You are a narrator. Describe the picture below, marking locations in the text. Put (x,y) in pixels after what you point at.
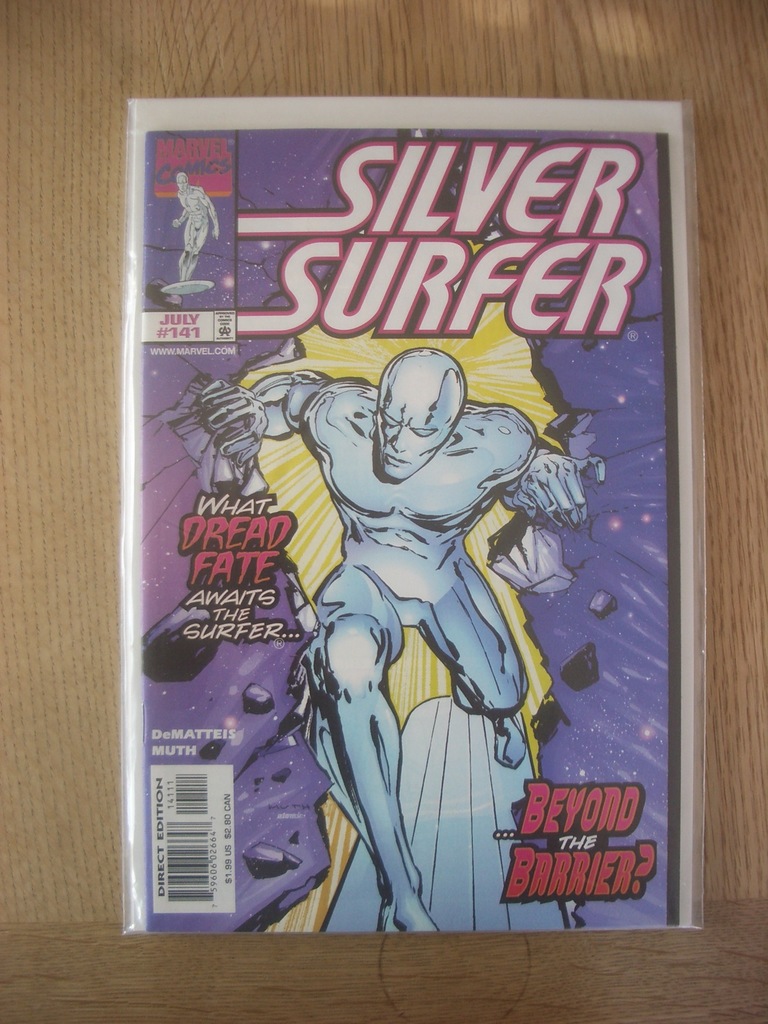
In the image on the wooden surface (209,88) there is a poster (174,905). On the poster (421,583) there is a person (383,779) and also at the bottom left corner of the image (227,824) there is a barcode sticker (193,843). On the poster (164,345) there is something written on it.
